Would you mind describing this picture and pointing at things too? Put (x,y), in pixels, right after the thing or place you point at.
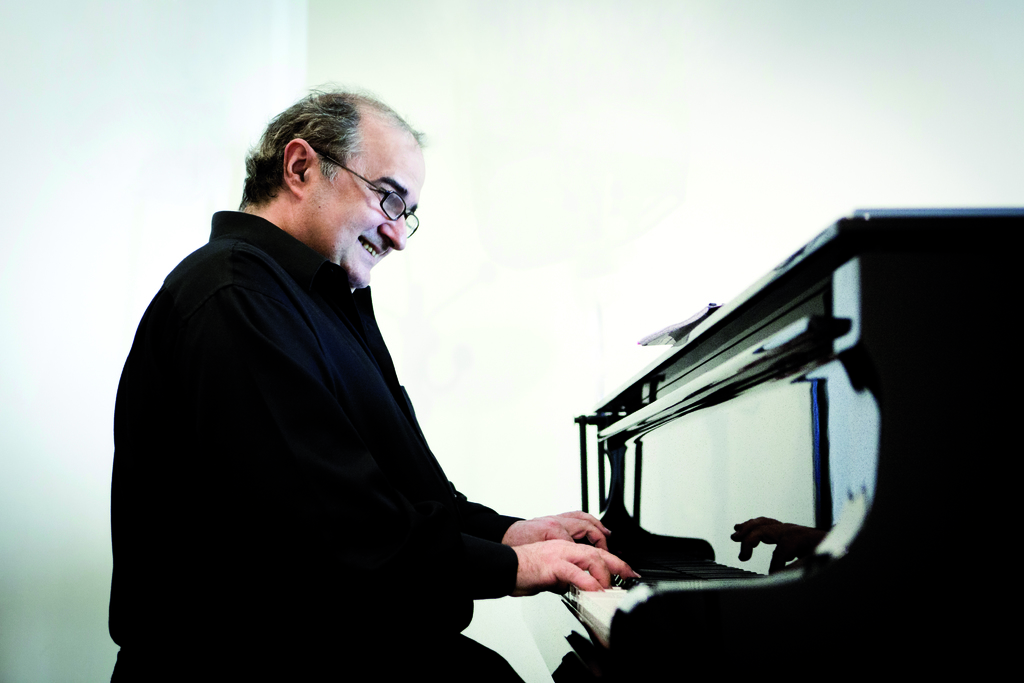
This picture is of inside. On the right (802,539) we can see a piano (682,593). On the left (293,235) there is a man (280,452) wearing black color shirt (309,355), smiling, sitting on the chair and playing piano (712,498). In the background (243,13) we can see a wall (815,136).
